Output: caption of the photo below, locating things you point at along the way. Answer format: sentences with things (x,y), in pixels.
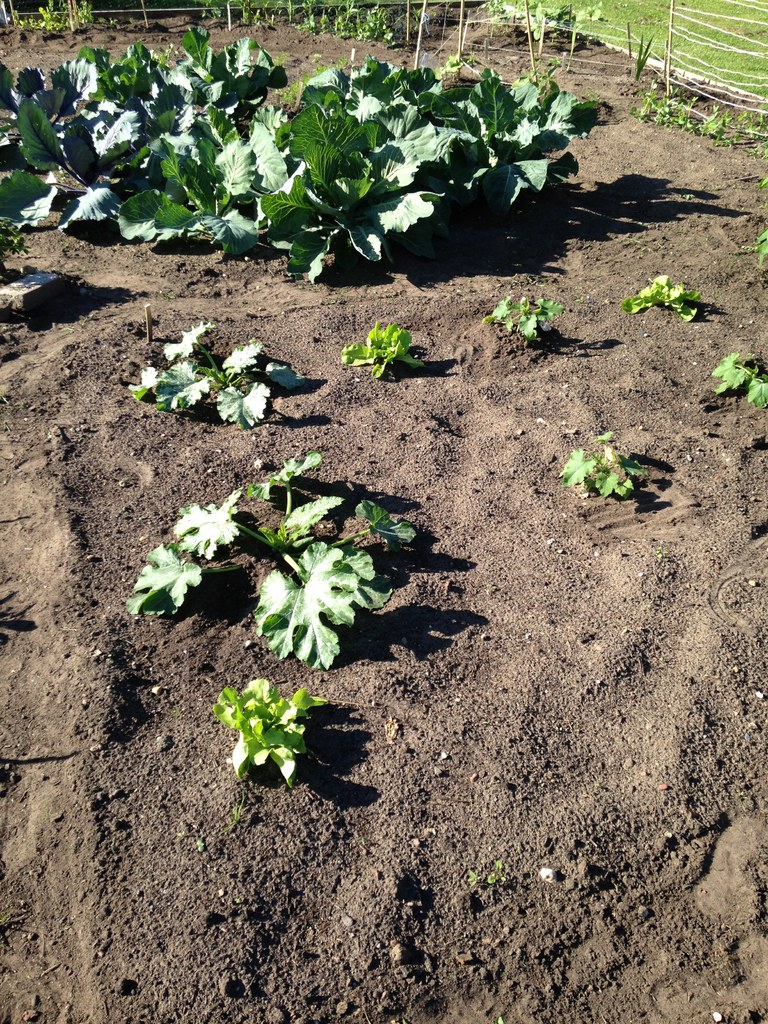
In this image, we can see plants (358,111) on the ground (530,382) and in the background (523,53), there is a fence (681,60).
